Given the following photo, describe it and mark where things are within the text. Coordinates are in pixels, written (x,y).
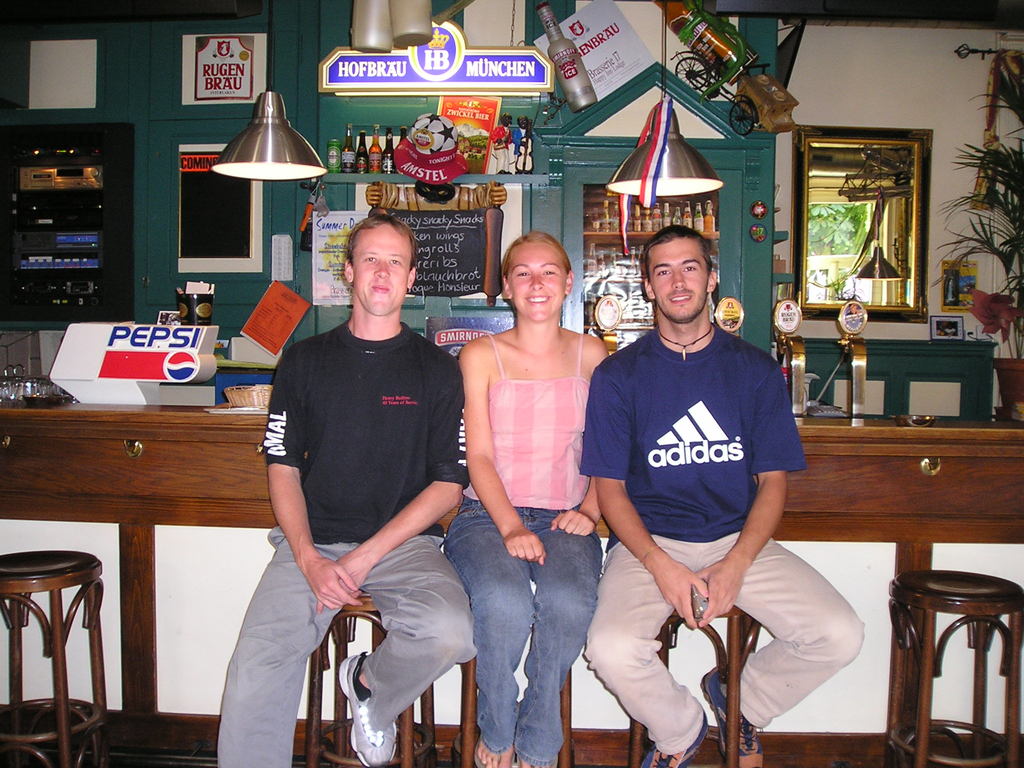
in the foreground of the picture (458,636) there are stools (741,706) and persons (486,474). In the middle of the picture (432,278) there are bottles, desk (186,413), boards (222,238), light (682,174), glasses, houseplant (964,242) and various objects (796,318). Towards right (821,224) there is a window (826,209), outside the window (833,174) we can see tree (843,234).
